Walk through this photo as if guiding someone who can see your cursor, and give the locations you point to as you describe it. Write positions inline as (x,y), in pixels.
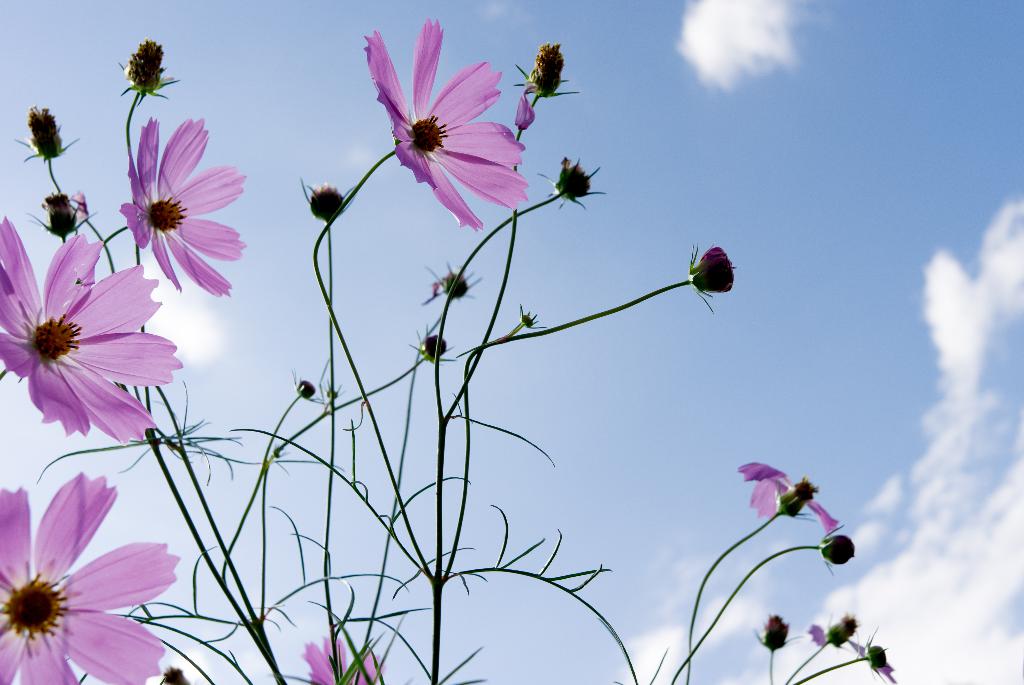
In the middle of the image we can see a plant (686,660) and flowers (6,234). Behind the plant (173,683) we can see some clouds (976,596) in the sky (974,14).
